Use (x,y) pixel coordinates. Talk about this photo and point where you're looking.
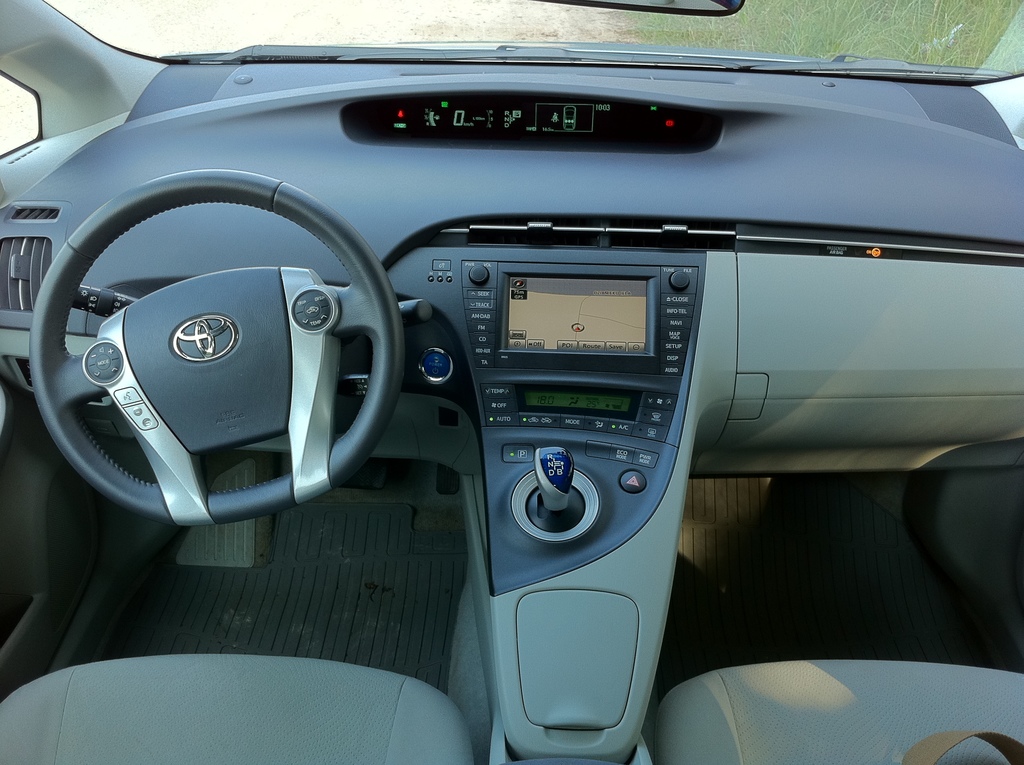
It is the inside picture of a car (363,355), there is a steering (164,398), gear rod (554,474), music system (519,316) and many other parts (592,419).
